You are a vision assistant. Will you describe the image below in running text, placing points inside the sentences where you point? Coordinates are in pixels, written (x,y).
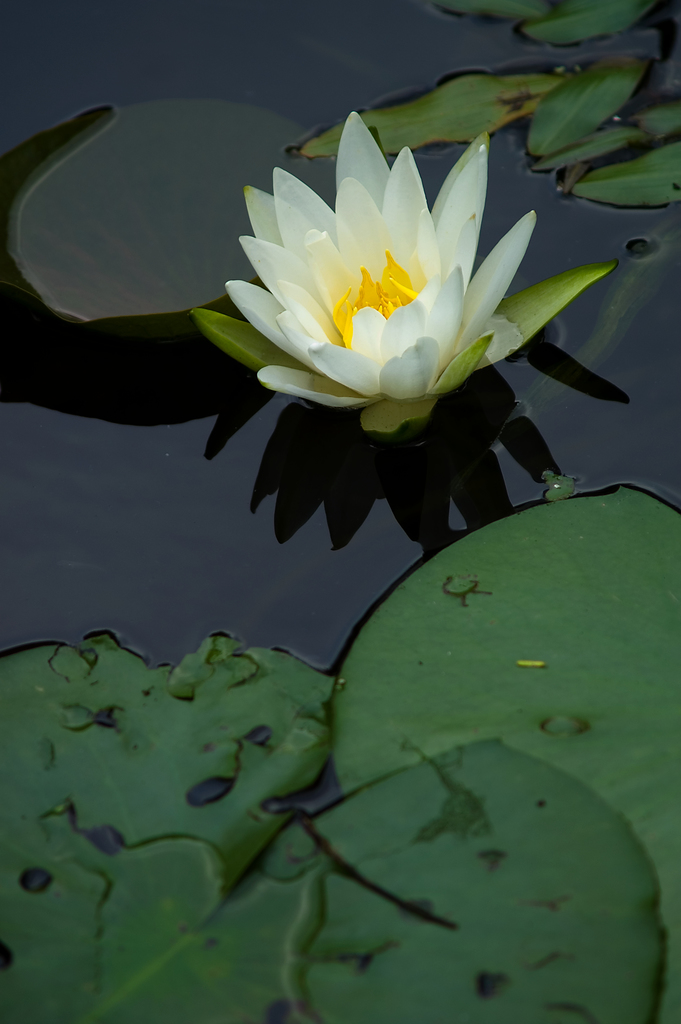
In this image I can see a flower (331,272) in the water (290,594). The flower (328,323) is in white and yellow color and I can see leaves (476,907) in green color.
